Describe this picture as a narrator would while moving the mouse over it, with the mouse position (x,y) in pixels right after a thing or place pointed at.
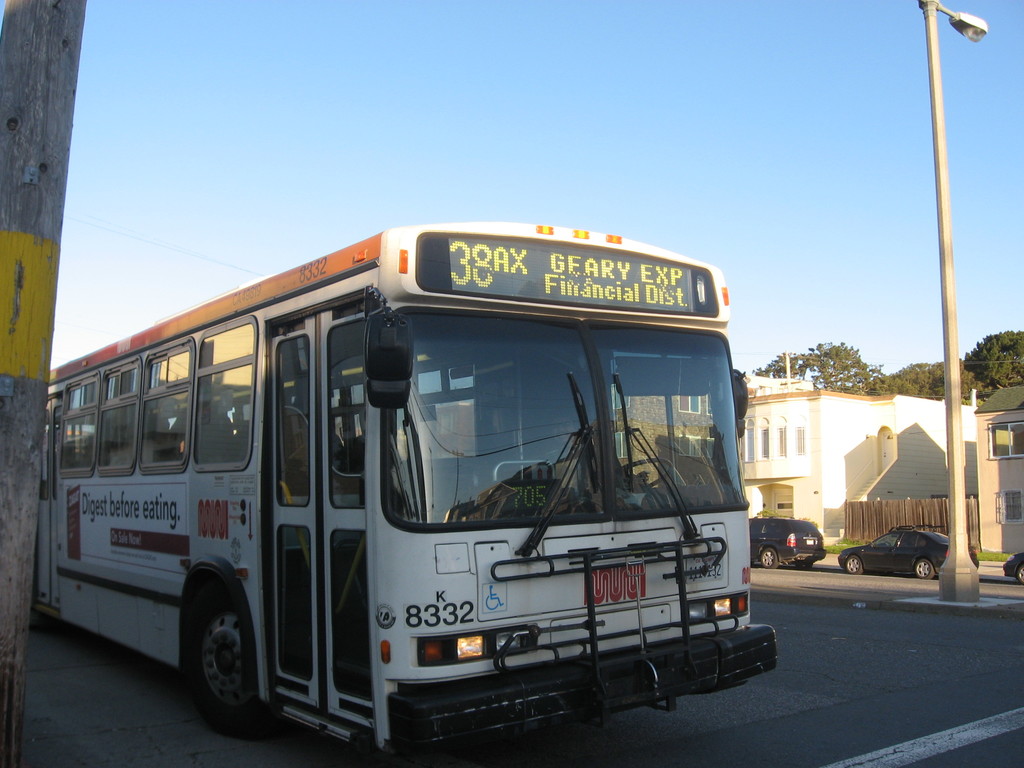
In this image there is a bus (735,499) and few cars (777,548) on the road (914,620), there is a street light (956,537), there are buildings (906,401), trees (826,381) and in the background (625,134) there is the sky (752,202). On the left side of the image (39,351) it seems like a pole (45,76).
